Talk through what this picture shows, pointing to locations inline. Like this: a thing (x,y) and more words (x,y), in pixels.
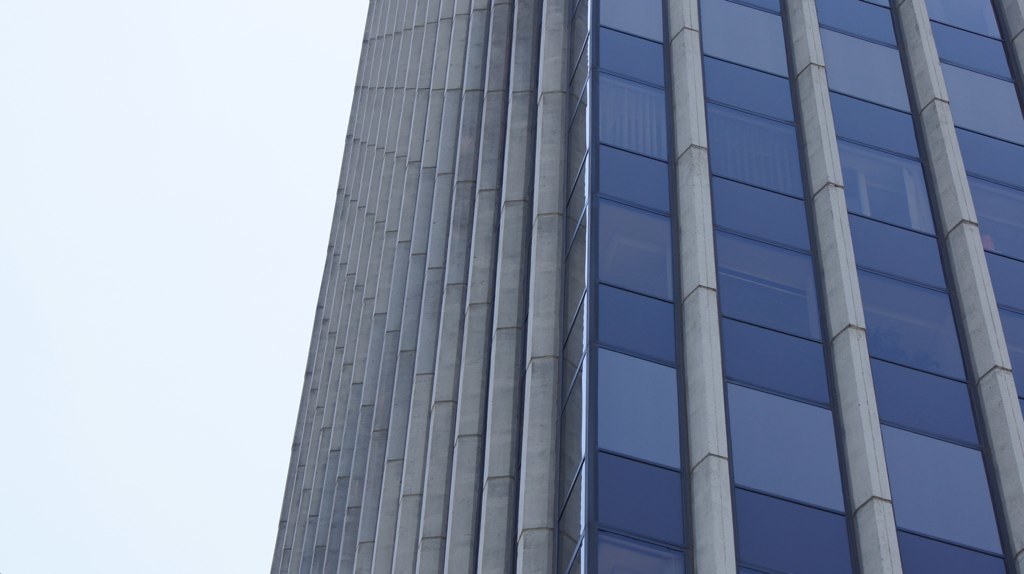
In the picture we can see a tower building (516,493) with glasses (825,495) to it and besides we can see a sky (169,274).
